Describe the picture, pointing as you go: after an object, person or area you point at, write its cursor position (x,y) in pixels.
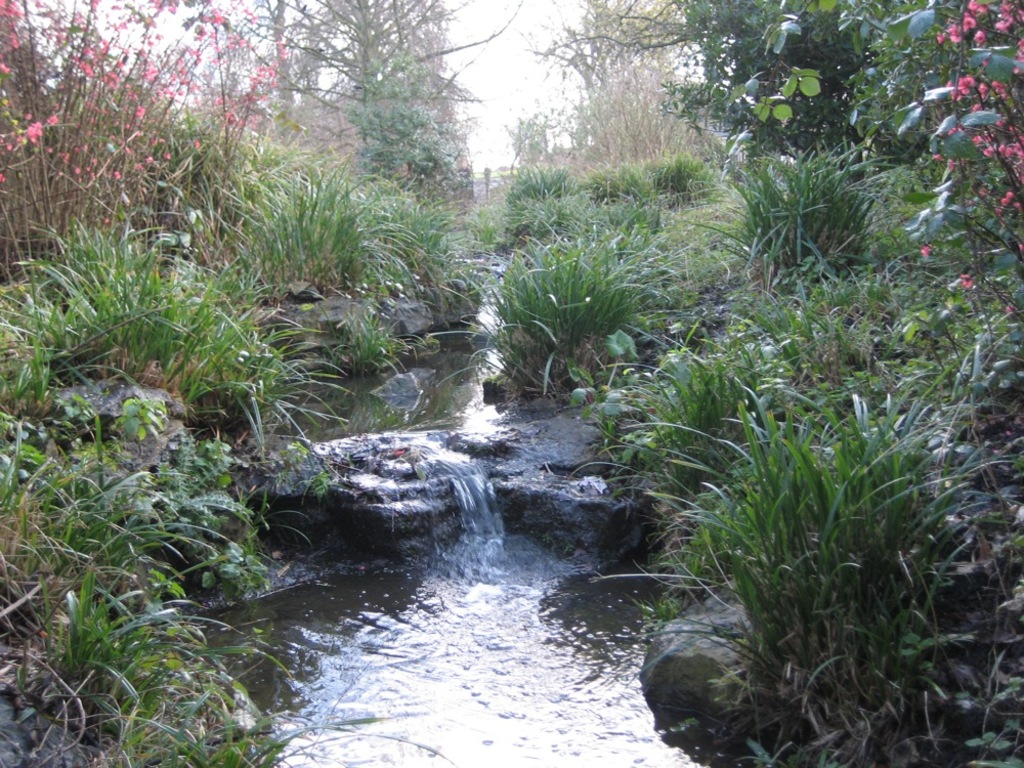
In the image we can see there is a small waterfall (492,583) and behind there are plants (338,264) and trees (568,152).
